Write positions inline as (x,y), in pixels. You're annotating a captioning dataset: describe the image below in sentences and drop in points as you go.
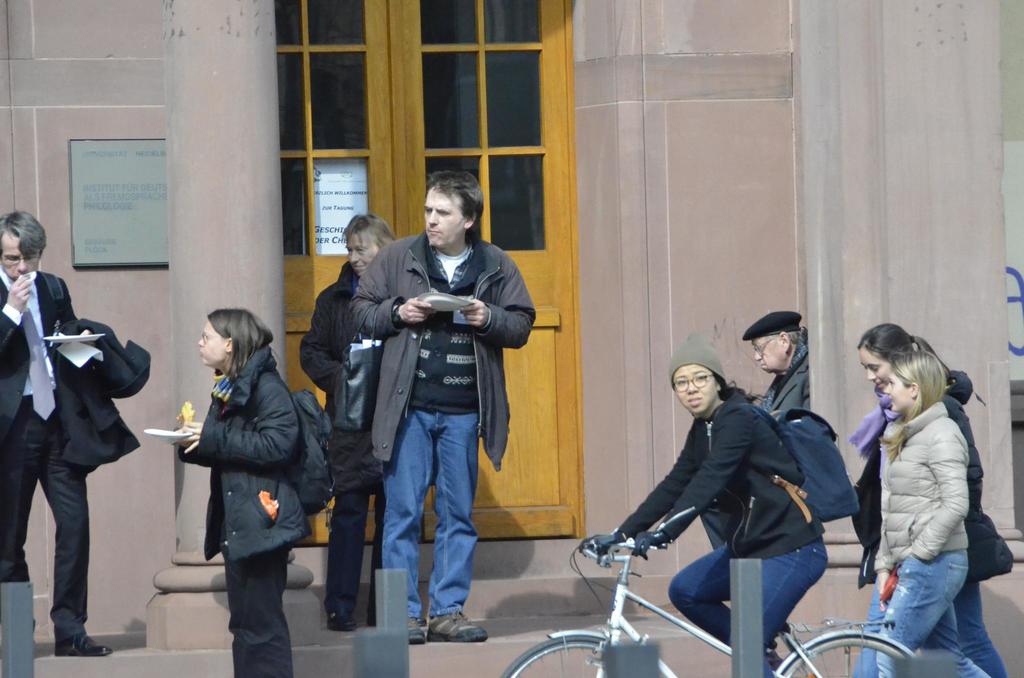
In the image in the center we can see one woman (776,563) riding cycle (676,624). In the background (696,246) there is a wall (712,218), door (549,277), banner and few persons (949,418) were standing on the steps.
